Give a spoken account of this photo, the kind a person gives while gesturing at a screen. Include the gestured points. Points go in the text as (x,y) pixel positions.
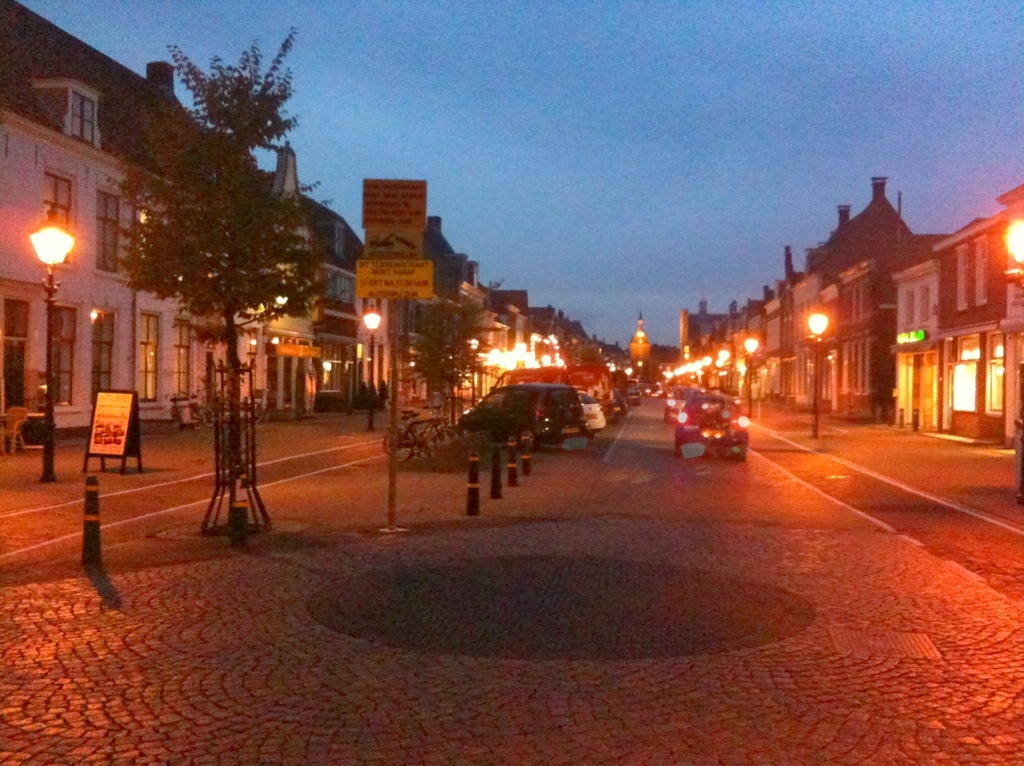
In this image we can see motor vehicles (551,435) on the road (584,485), poles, information boards (133,431), street poles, street lights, buildings (571,344), trees (421,324) and sky (500,122).
